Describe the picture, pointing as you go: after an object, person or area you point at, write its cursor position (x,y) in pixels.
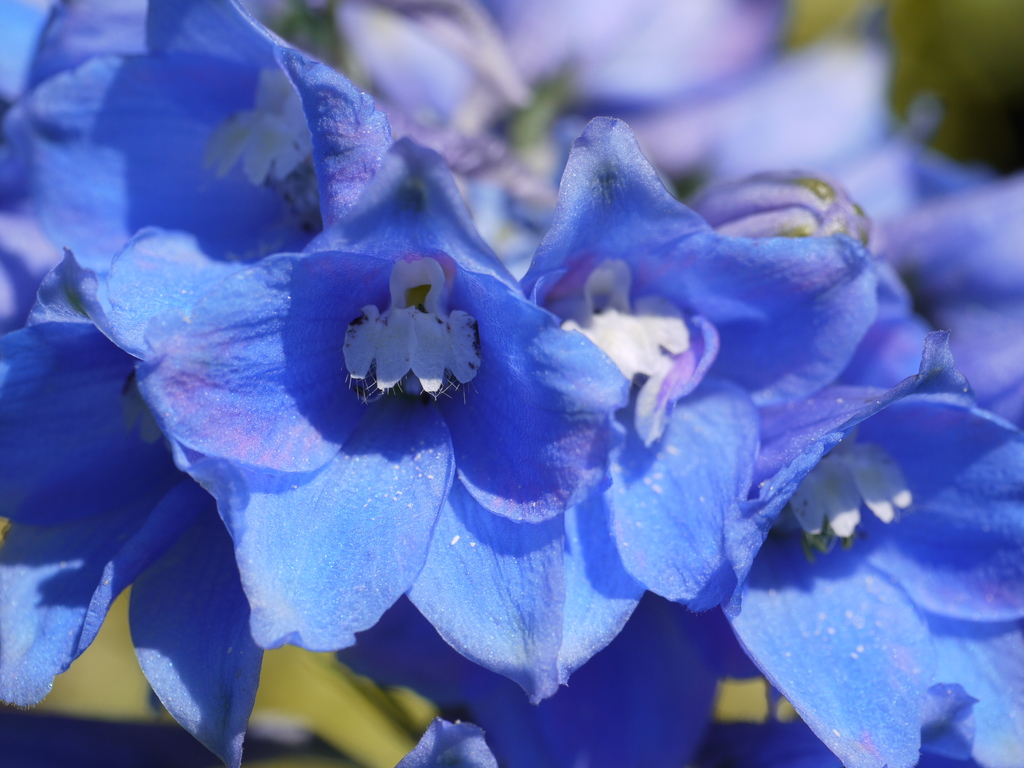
In this picture we can see blue flowers (322,73) and in the background (489,153) it is blurry.
